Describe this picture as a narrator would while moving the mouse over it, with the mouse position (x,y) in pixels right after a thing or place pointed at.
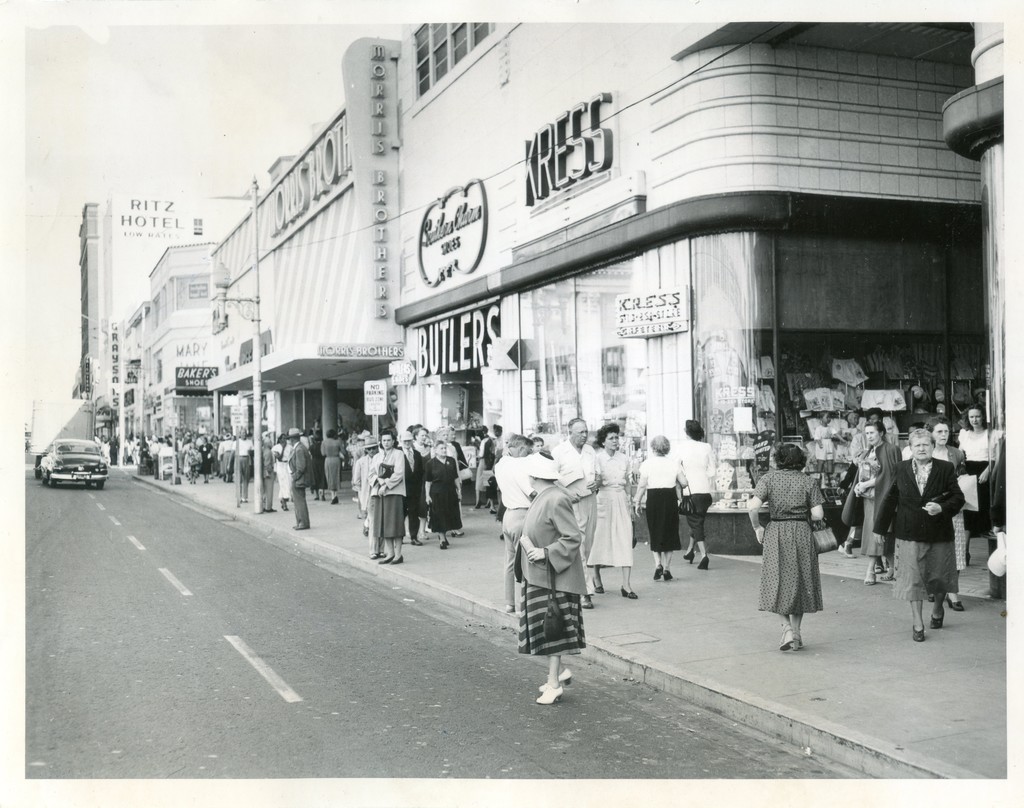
This is a black and white image, there is a road (170,583), on that road (105,505) a car (87,484) is moving, beside the road (372,611) there is a footpath (853,649), people (577,515) are walking on the foot path (901,631), beside the footpath (893,642) there are some stores (691,352).
